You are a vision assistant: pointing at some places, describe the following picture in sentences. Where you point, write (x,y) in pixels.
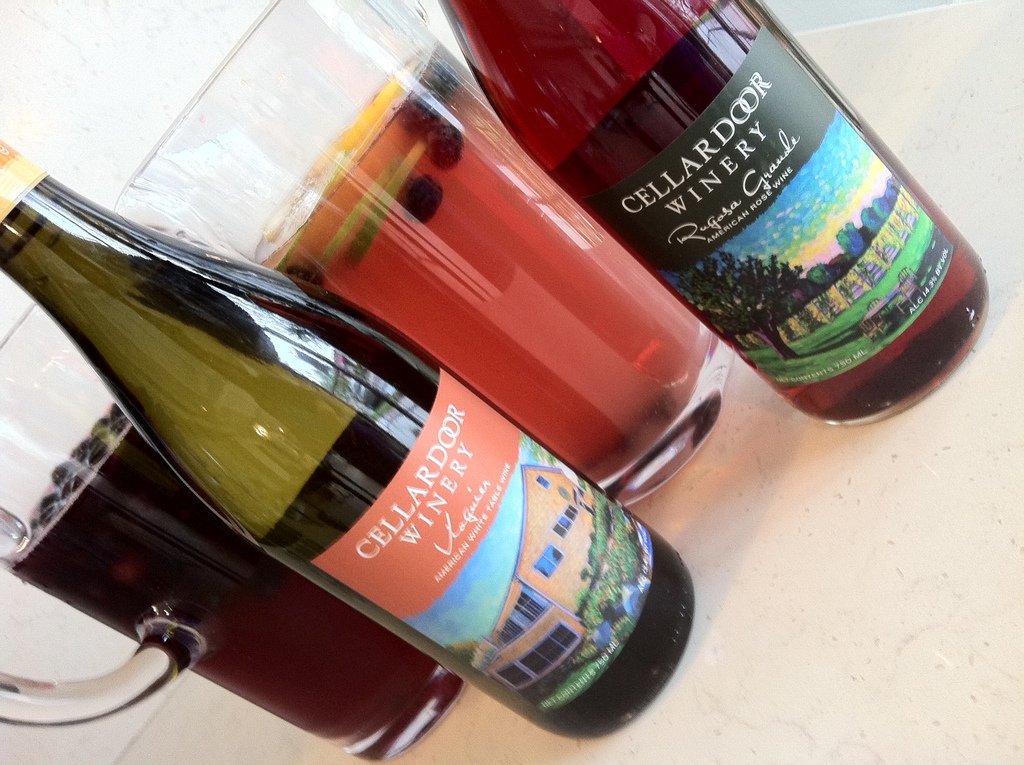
In this picture there are two glass bottles (242,357) named CELLAR DOOR WINERY and behind them there are two big glasses (147,472) filled with liquid (410,296). These all items (152,446) are placed on top of a white table (739,664).
